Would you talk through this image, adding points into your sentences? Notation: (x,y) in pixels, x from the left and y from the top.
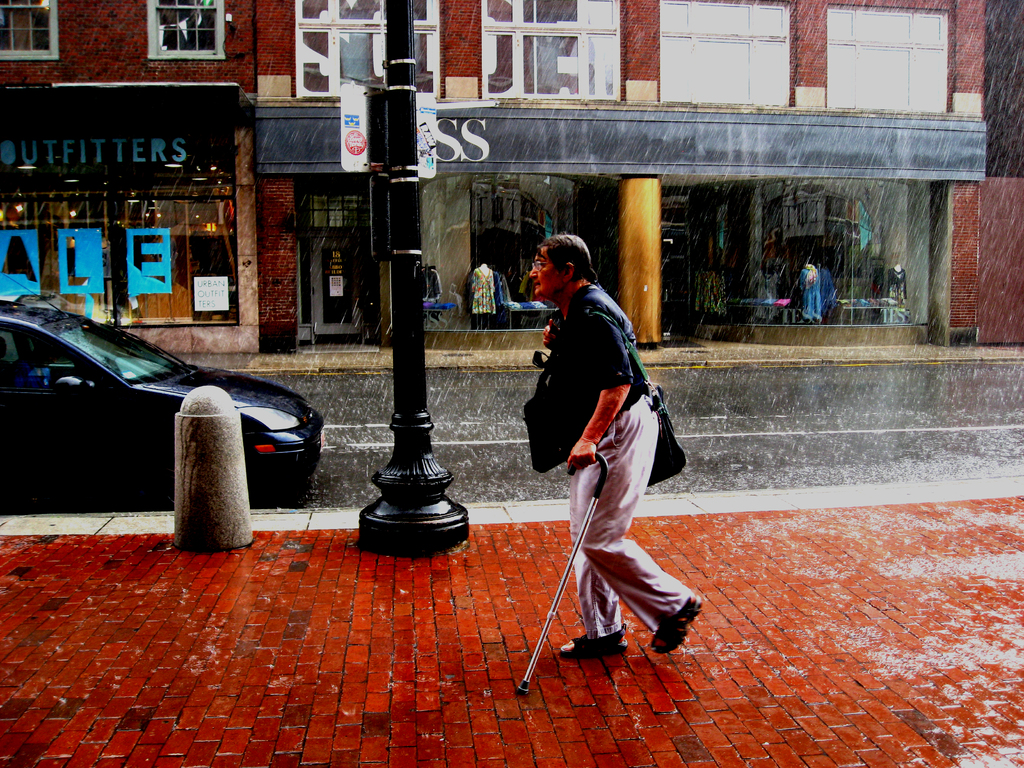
In this picture we can see a person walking on a footpath (745,670), he is holding a stick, here we can see a vehicle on the road (848,481) and we can see buildings (805,111), mannequins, pole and some objects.
